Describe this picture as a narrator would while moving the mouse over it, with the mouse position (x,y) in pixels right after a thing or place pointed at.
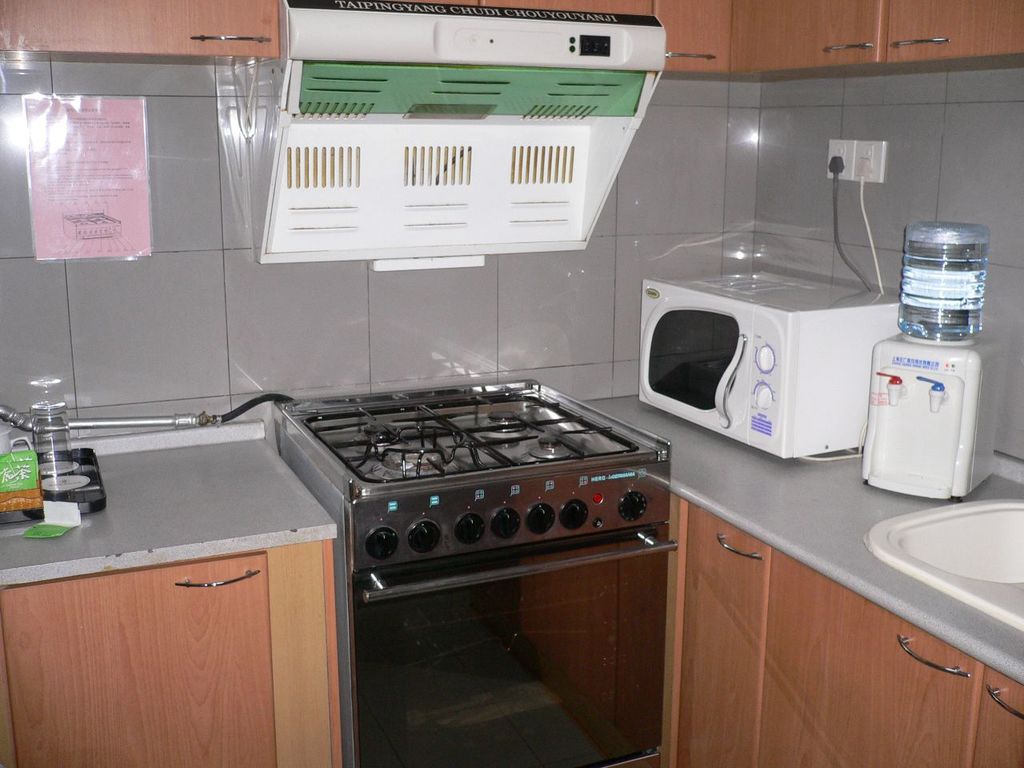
In this image there is a kitchen cabinet (867,639) having a microwave oven (729,379), water filter (873,431), sink (1023,594), stove (481,385) and few objects (14,480). There is a switchboard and a chimney (398,224) are attached to the wall (485,273) having cupboards (713,38). Left side (77,190) a poster (84,211) is attached to the wall (419,283).
